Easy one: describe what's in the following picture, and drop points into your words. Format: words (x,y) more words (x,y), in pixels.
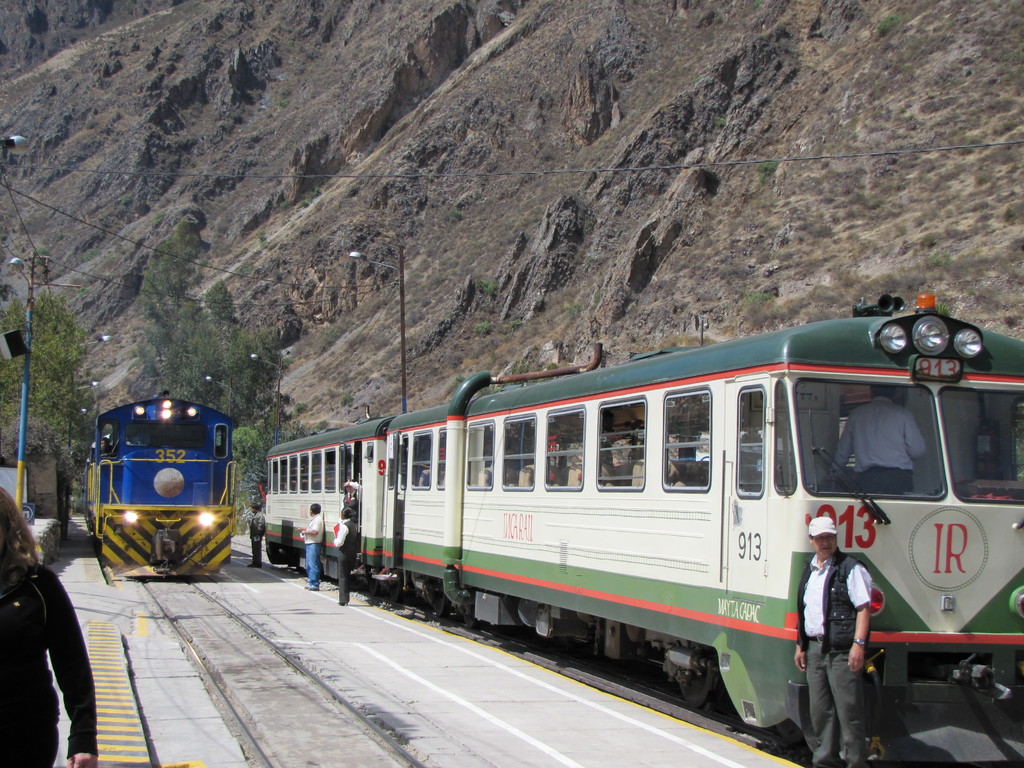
In this image in the center (639,483) there are two trains (496,509), and some people (319,514) are standing. And at the bottom (155,707) there is walkway (418,710) and railway track (247,649), and in the background (54,356) there are some poles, wires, street lights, trees (17,395) and mountains (445,212).
